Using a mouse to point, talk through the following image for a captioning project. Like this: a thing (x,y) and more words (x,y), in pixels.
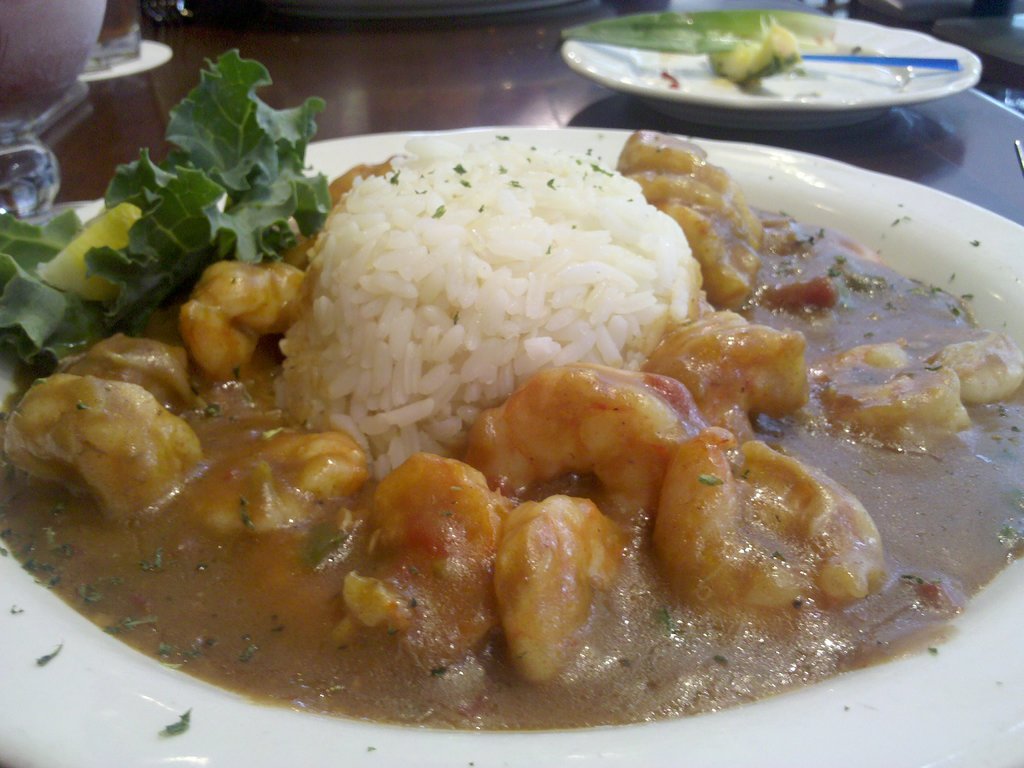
In this image I can see the food items (727,267) in the plates (779,170). The plates (698,73) are on the brown color surface (955,165). The food (520,297) is in white, green and brown color.
